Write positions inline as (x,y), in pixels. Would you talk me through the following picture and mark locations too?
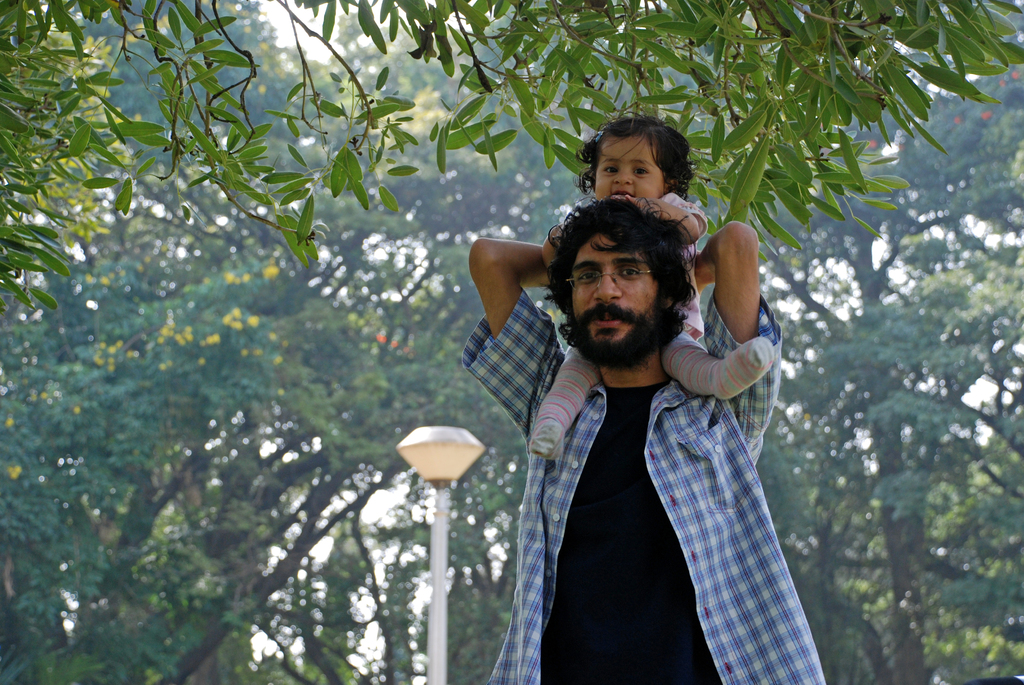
In this picture we can see a man (638,336) and a baby (560,377), behind him we can see a pole (443,609), light (435,433) and few trees (294,273).
